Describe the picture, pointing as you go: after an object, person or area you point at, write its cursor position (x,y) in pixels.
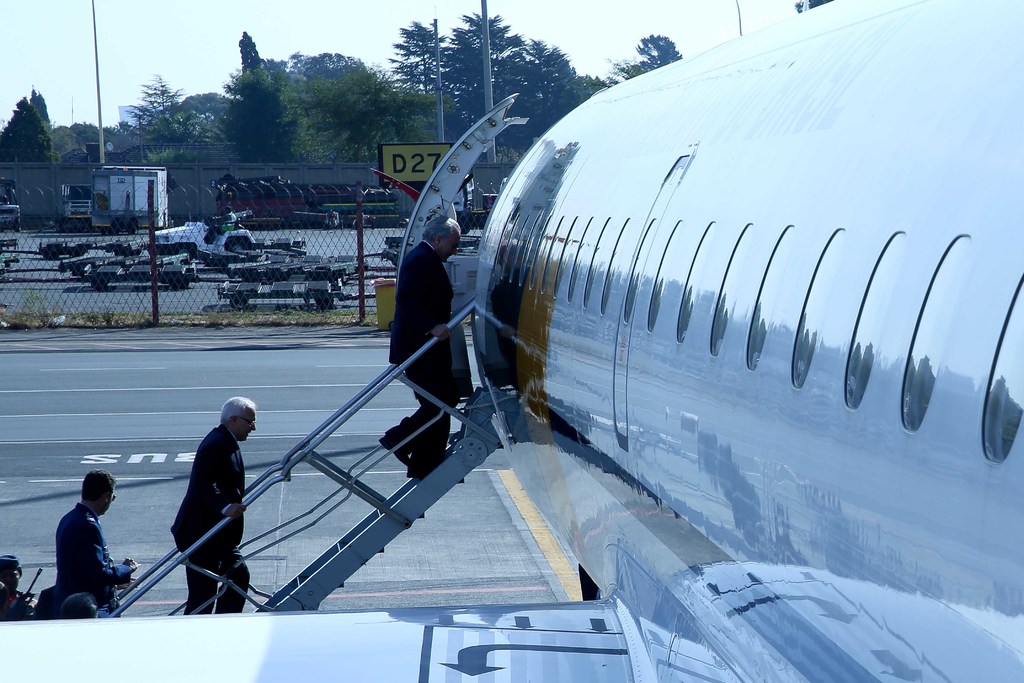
In this image I can see an airplane (512,400) in the front (590,450) and near it I can see few people (202,465) are standing. I can also see stairs (385,501) on the left side (301,574). In the background (204,433) I can see a road (326,373), fencing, a board (421,153), few vehicles (275,182), number of trees (358,98), few poles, the sky (79,75) and on the board (421,142) I can see something is written.
